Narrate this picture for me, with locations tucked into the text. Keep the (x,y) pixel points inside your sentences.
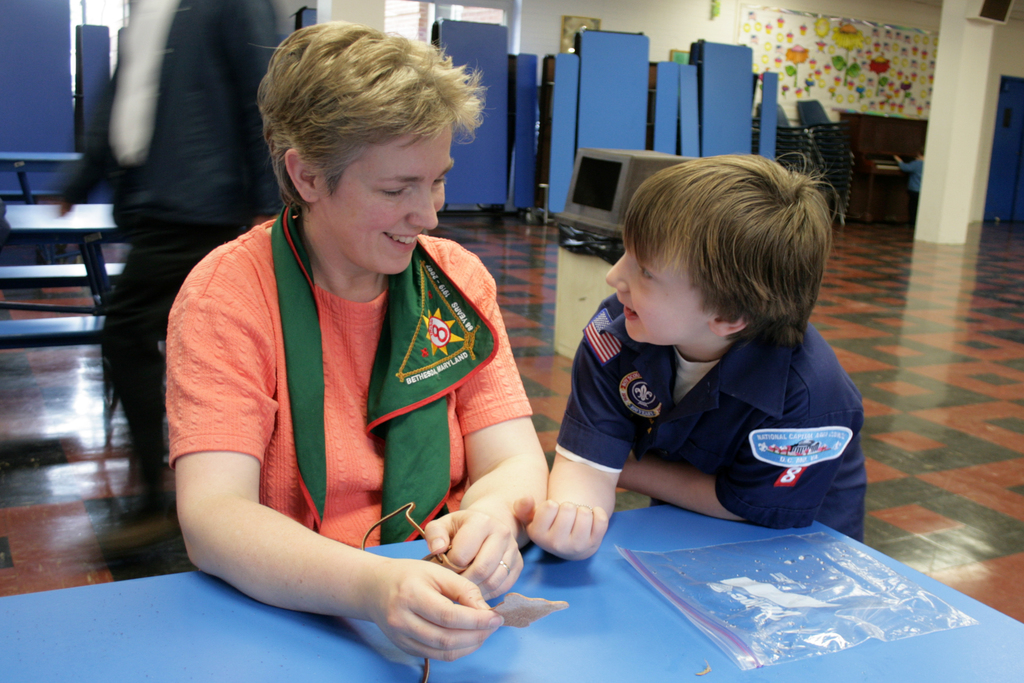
This is the picture of a room (714,476). In this image there is a woman (492,591) sitting and smiling and she is holding the object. There is a boy (671,232) standing behind the table (533,675) and talking. At the back (980,338) there is a person (132,245) standing and there are tables (16,211) and there is a trash bin (611,219) on the floor (541,371). On the right side of the image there is a person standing behind the pillar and there is a poster (859,108) on the wall (856,18). There is a light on the pillar (924,235). At the bottom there is a table (547,651).
